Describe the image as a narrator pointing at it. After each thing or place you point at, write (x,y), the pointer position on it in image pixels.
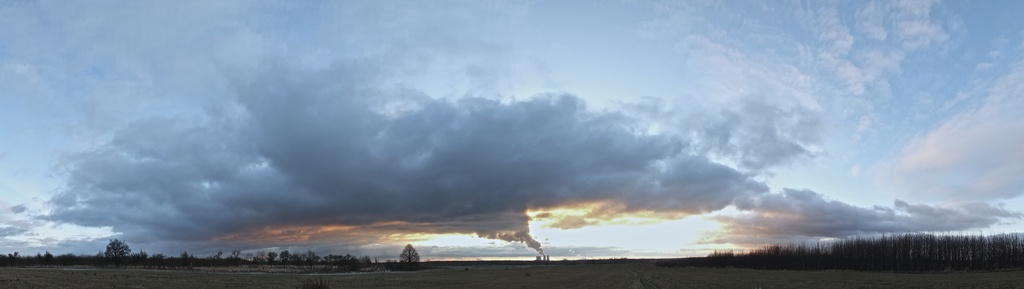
As we can see in the image, there is sky (359,54), clouds (328,147) and in the background (709,265) there is grass (726,276), ground (656,271) and trees (276,256).
